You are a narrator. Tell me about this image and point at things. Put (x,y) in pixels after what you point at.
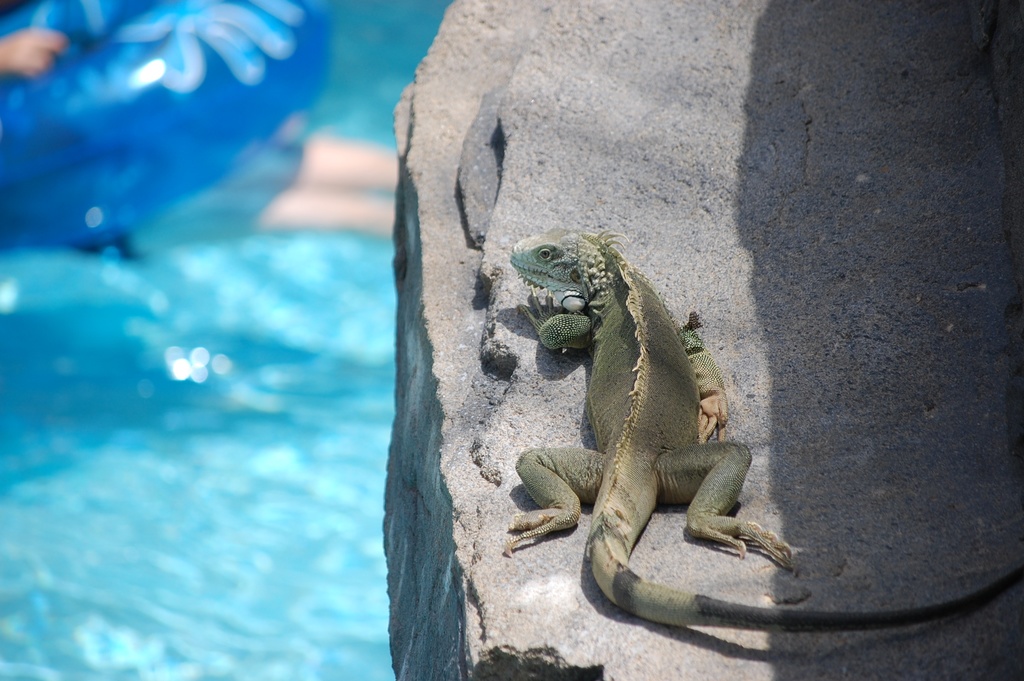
In this picture we can see an iguana (626,383) on the rock (442,337) and on the left side of the rock (480,323) there is water (243,369) and other things (147,174).
